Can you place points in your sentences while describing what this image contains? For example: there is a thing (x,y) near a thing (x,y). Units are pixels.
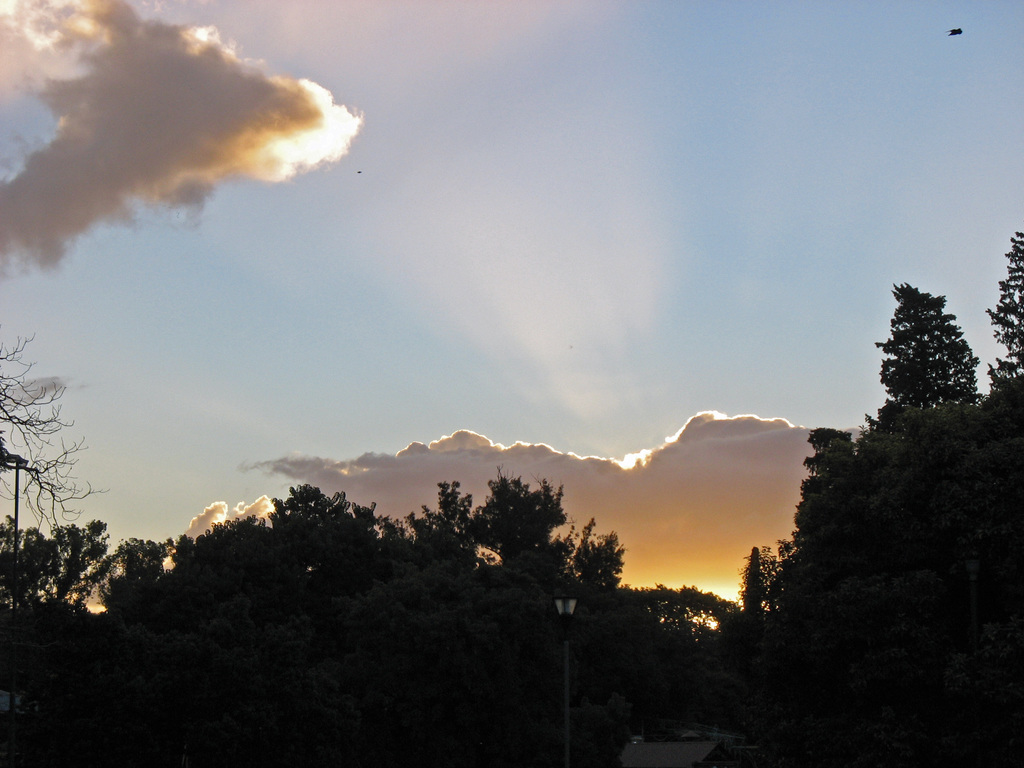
In this picture we can see a few trees (871,763) from left to right. Sky (525,225) is blue in color and cloudy.
